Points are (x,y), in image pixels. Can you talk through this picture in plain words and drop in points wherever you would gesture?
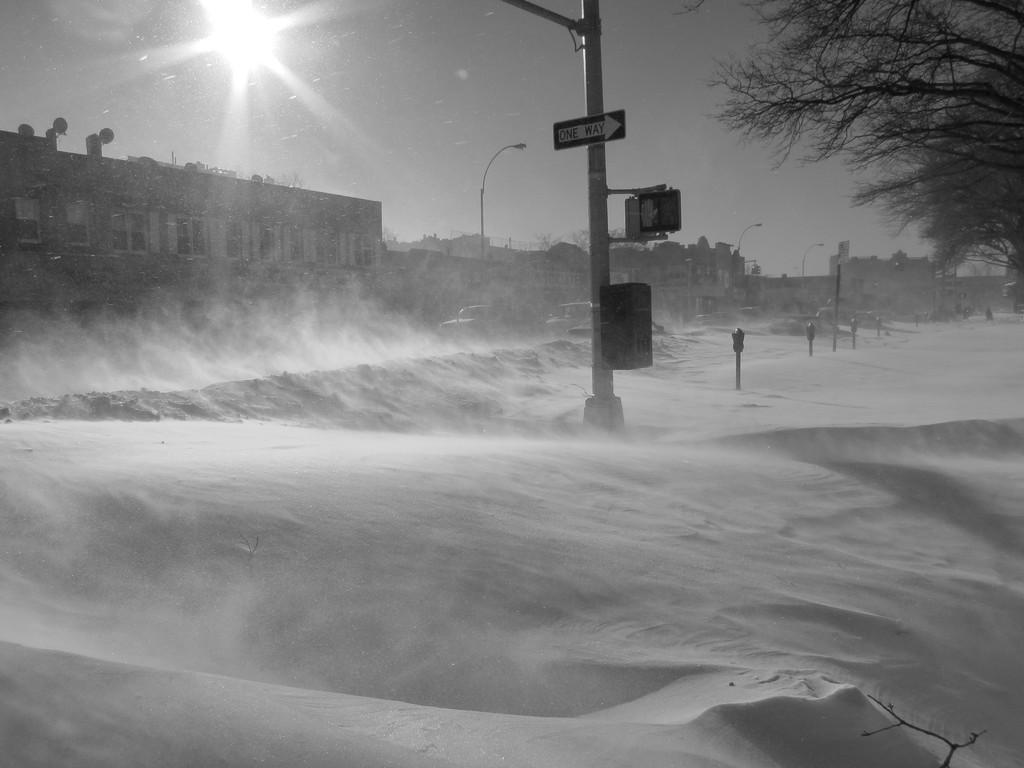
It is a black and white picture. In this image, we can see snow (692,544), poles (573,19), sign board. Background (936,174) we can see buildings (810,278), vehicles (587,308), street lights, trees (938,202) and sky (458,108).
